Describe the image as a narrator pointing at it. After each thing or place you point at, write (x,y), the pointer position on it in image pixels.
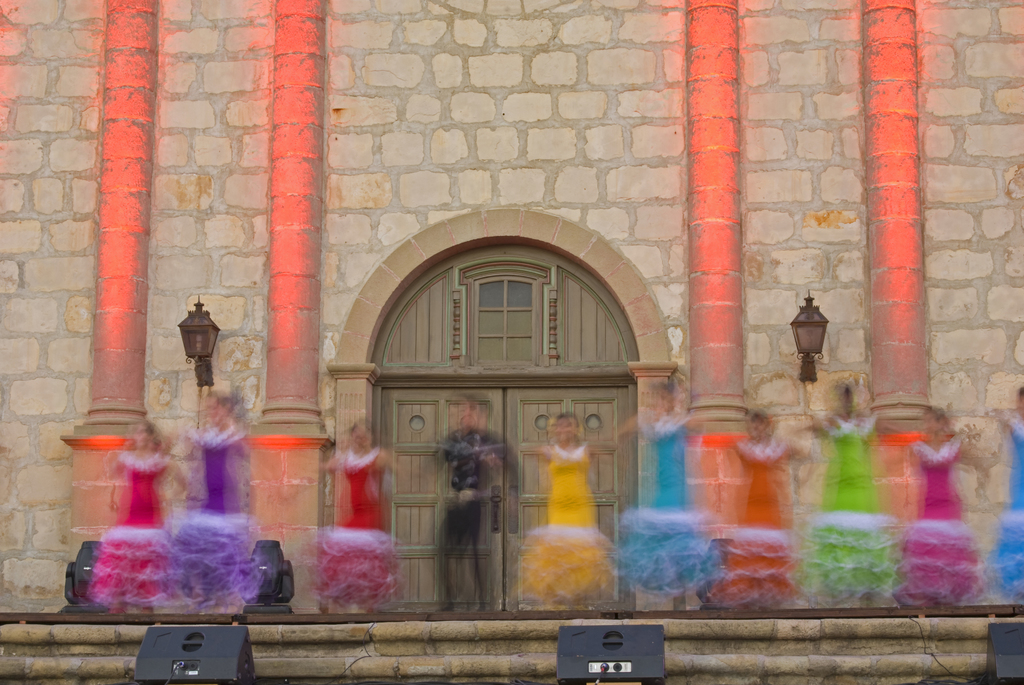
In this image there are a group of persons (663,473) dancing, the persons (946,477) are blurred, there are objects (1010,653) towards the bottom of the image (183,630), there are pillars (100,457), there is a wall (343,298) behind the persons (151,447), there is a door (533,420) behind the persons (570,474), there are lights (191,328) on the wall (788,316), there are objects (272,566) on the stage (927,639).
